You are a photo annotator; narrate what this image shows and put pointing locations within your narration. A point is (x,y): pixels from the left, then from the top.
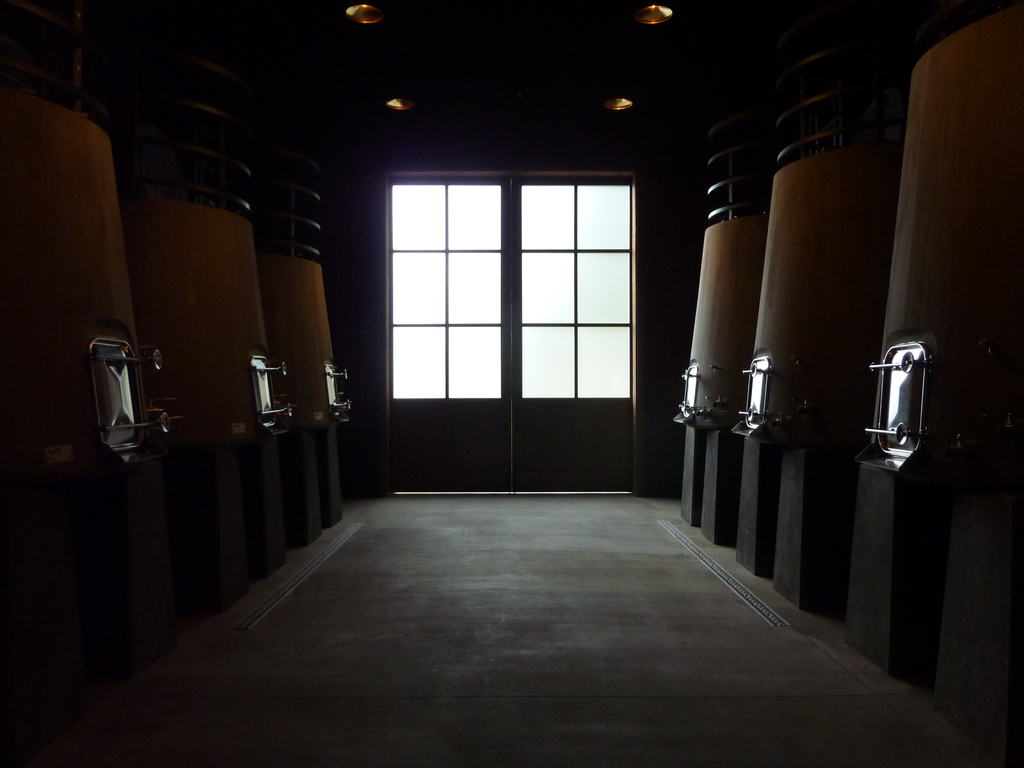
In this image we can see inside of a building (577,639). There are few objects (323,356) at the either sides of the image. We can see the doors (571,315) of the building (547,304). There are few objects (374,17) at the top of the image (622,100).
